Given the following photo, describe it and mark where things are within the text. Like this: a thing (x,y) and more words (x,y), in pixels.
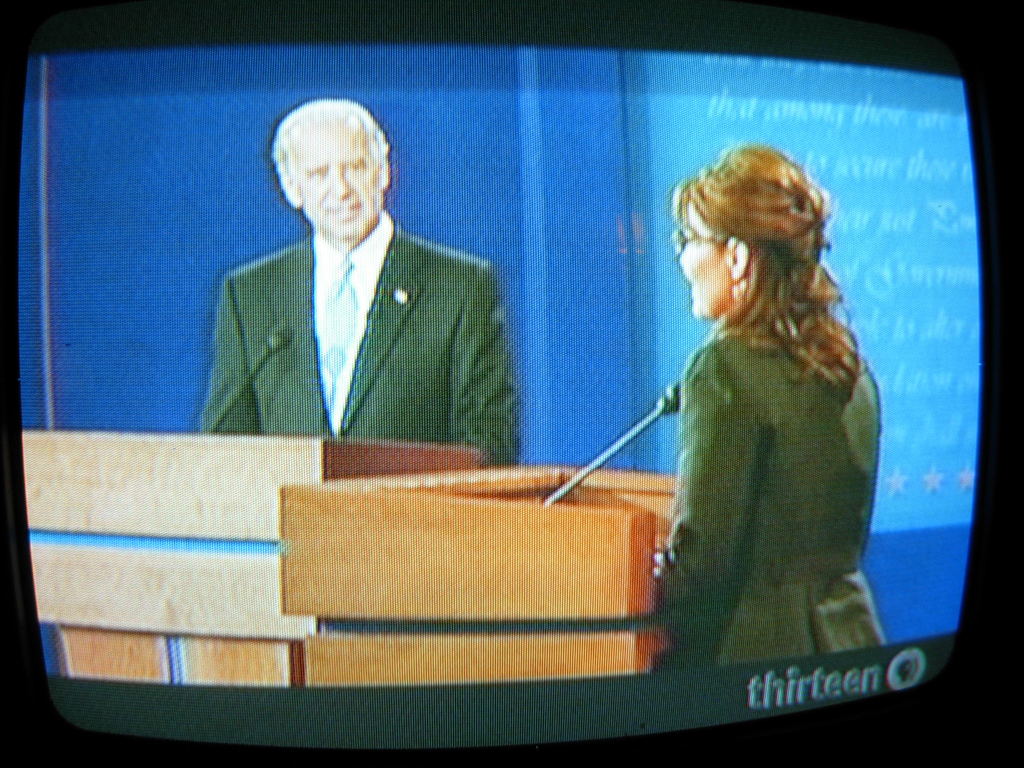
In this image there is one television (568,431), and in the television (649,446) there are two persons (513,432) and podiums (407,503) and mike's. And in the background (672,176) there is a screen (678,155) and some text (922,279), at the bottom of the television (825,681) there is text (839,673).
